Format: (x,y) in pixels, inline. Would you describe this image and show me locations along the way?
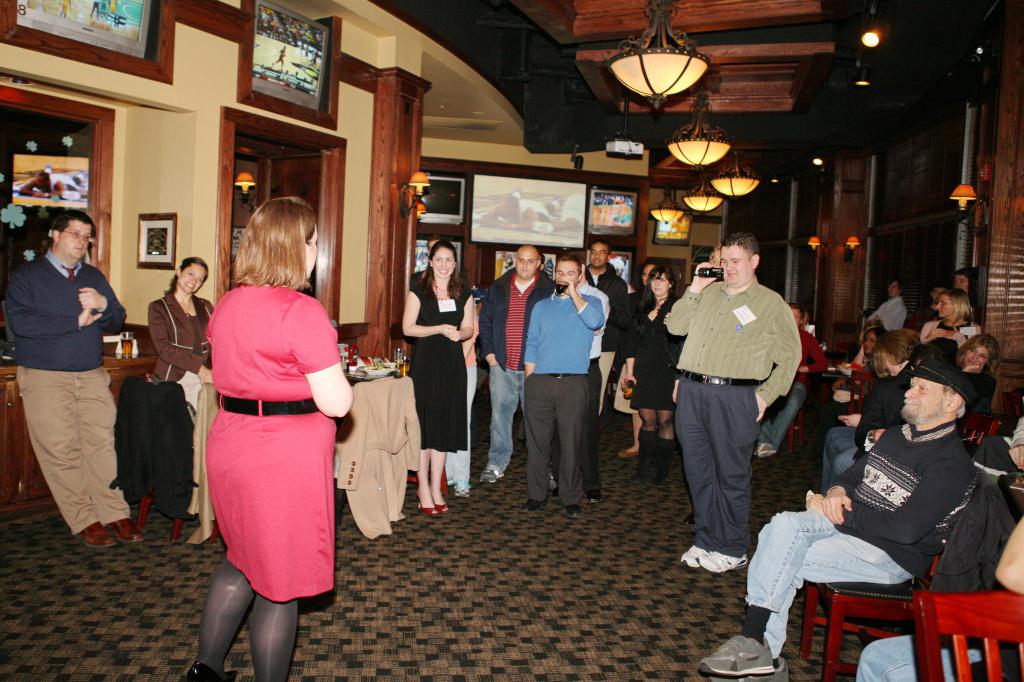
On the left side (300,513), there is a woman (323,476) in a red color dress (272,306) on the floor (180,625) and there are two persons (200,306). On the right side (941,326), there are persons (941,326) sitting. Beside them, there are persons (737,298) standing. Above these persons (772,340), there are lights (727,186) attached to the roof (539,127). In the background (544,193), there are screens (496,179) arranged and there is a photo frame (176,219) on the wall (189,230).
